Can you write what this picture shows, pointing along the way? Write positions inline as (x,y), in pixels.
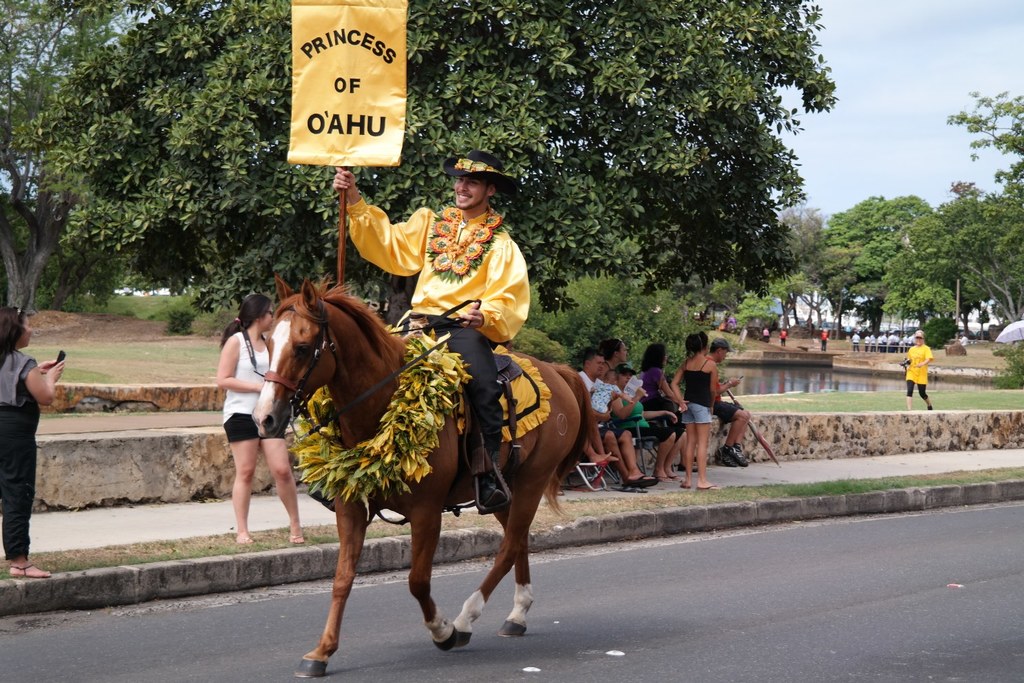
In this image there is the sky (898,84) towards the top of the image (881,46), there are trees (628,86) towards the top of the image (540,53), there are trees (930,246) towards the right of the image (905,254), there are group of persons (824,333) standing, there are group of persons (648,398) sitting, there is a man (465,316) sitting on the horse (449,478), he is holding an object (362,102), there is road (724,640) towards the bottom of the image (865,588), there is grass (95,379), there is a woman (39,393) standing towards the left of the image (15,447), she is holding an object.
